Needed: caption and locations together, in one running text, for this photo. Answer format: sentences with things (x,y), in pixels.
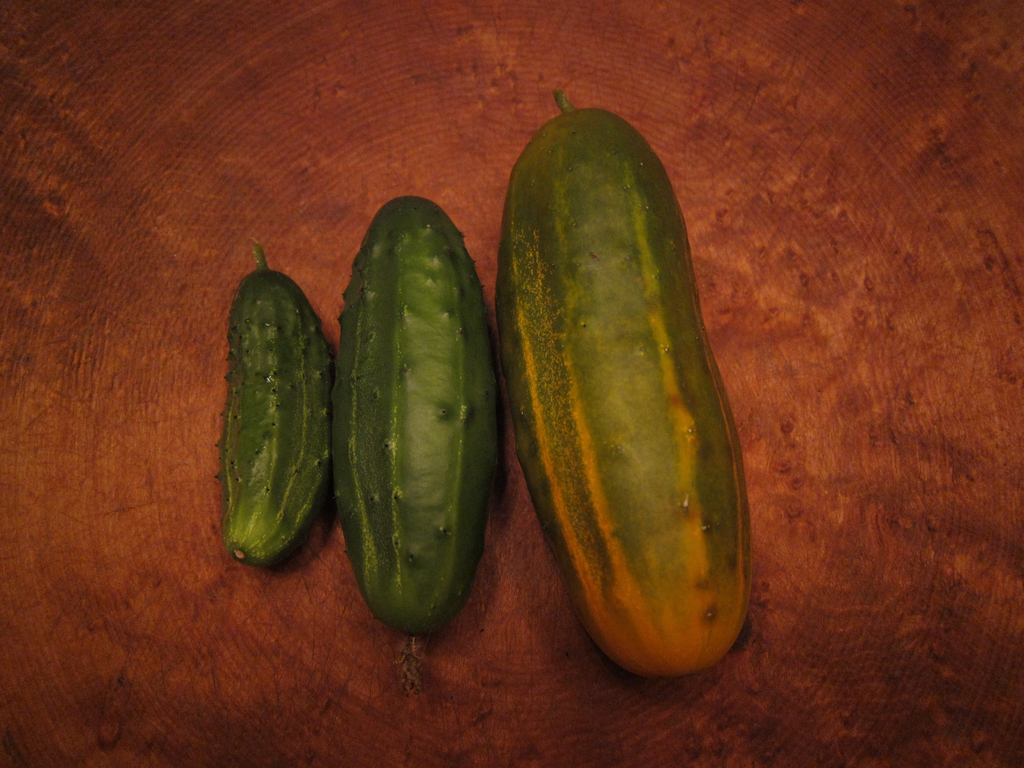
Here we can see three cucumbers (364,433) of different sizes on a platform (46,560).
